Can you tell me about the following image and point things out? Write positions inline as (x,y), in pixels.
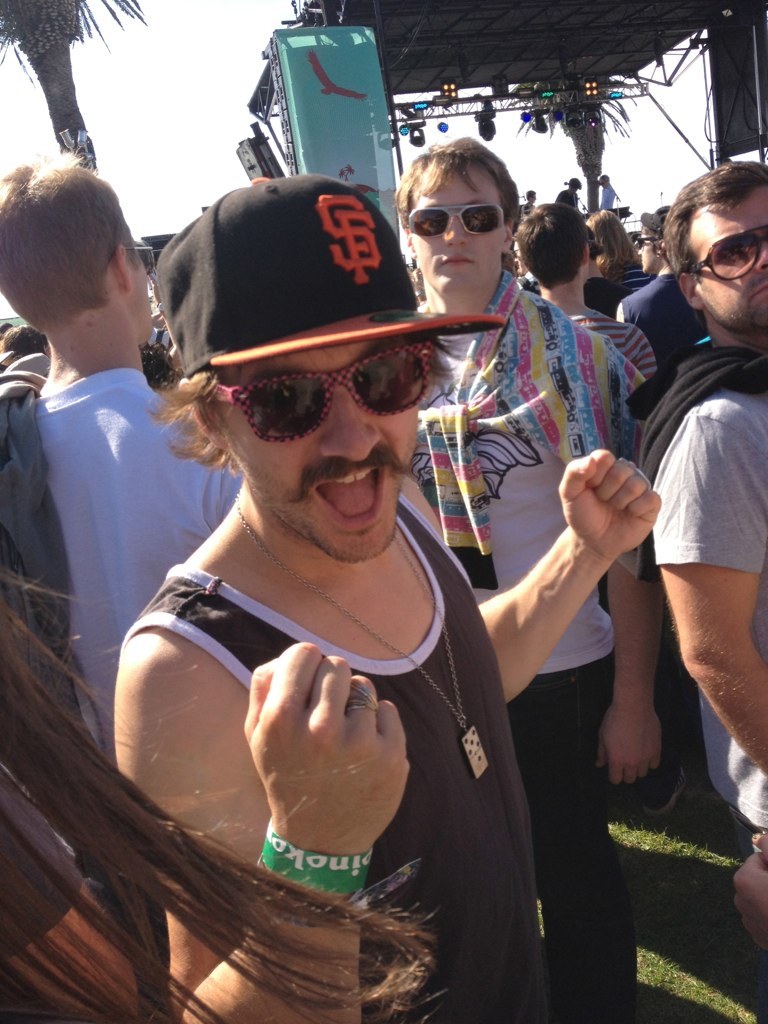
This image consists of many people (335,684). In the front (310,827), the man (363,742) wearing a black cap (258,271) is also wearing shades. At the bottom (694,947), there is green grass (699,903). In the background (505,27), there is a shed (428,88) along with the lights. On the left (22,41), there is a tree (22,41). At the top (169,63), there is sky (180,115).
